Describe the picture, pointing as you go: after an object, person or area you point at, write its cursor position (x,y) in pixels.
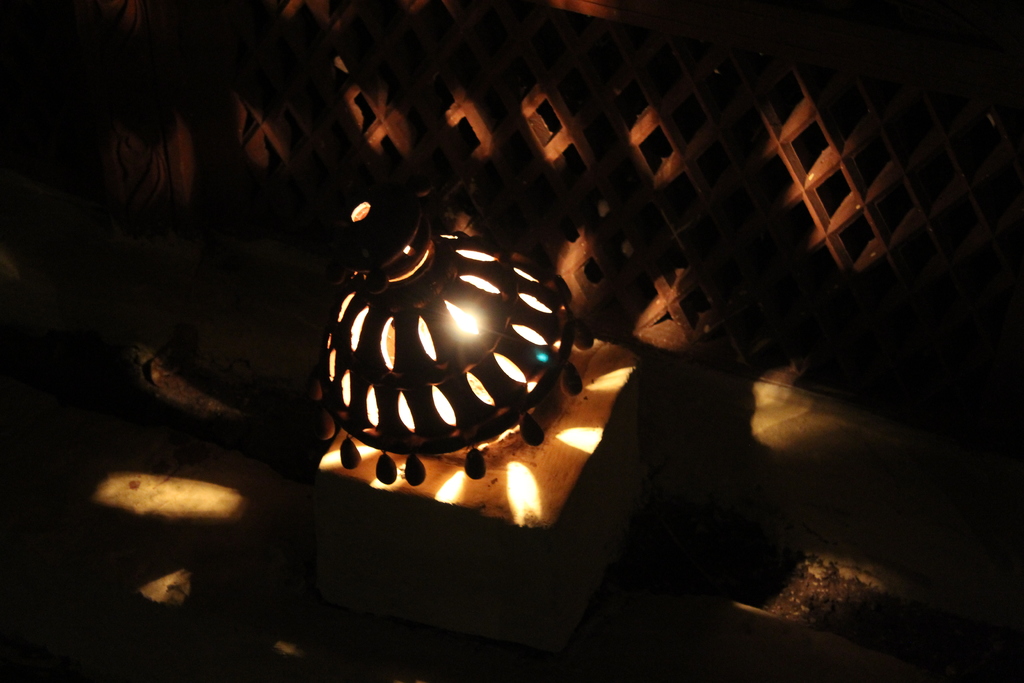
In the center of the image (395,334) we can see one block (373,572), one lamp (413,320), lights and a few other objects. In the background (718,159) there is a wall (72,127), fence (812,186) and a few other objects (144,84).
